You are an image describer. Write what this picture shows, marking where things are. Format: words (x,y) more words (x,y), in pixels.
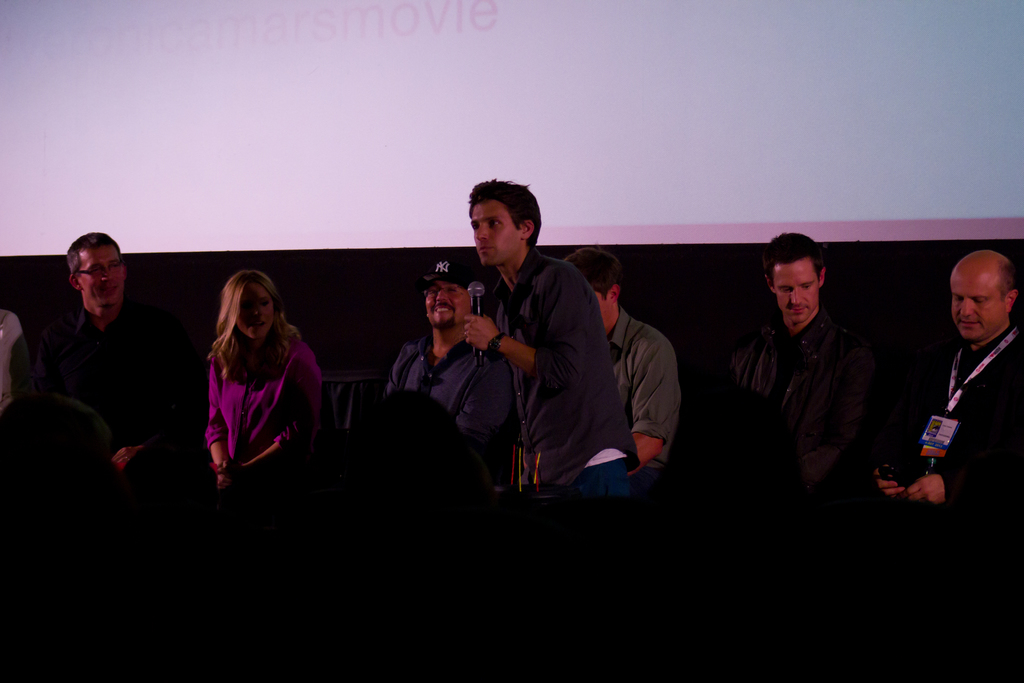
In the foreground of this picture (574,431), there is man (574,391) holding a mic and around him there are persons (287,414) sitting. In the background (438,162), there is a screen (465,158).
